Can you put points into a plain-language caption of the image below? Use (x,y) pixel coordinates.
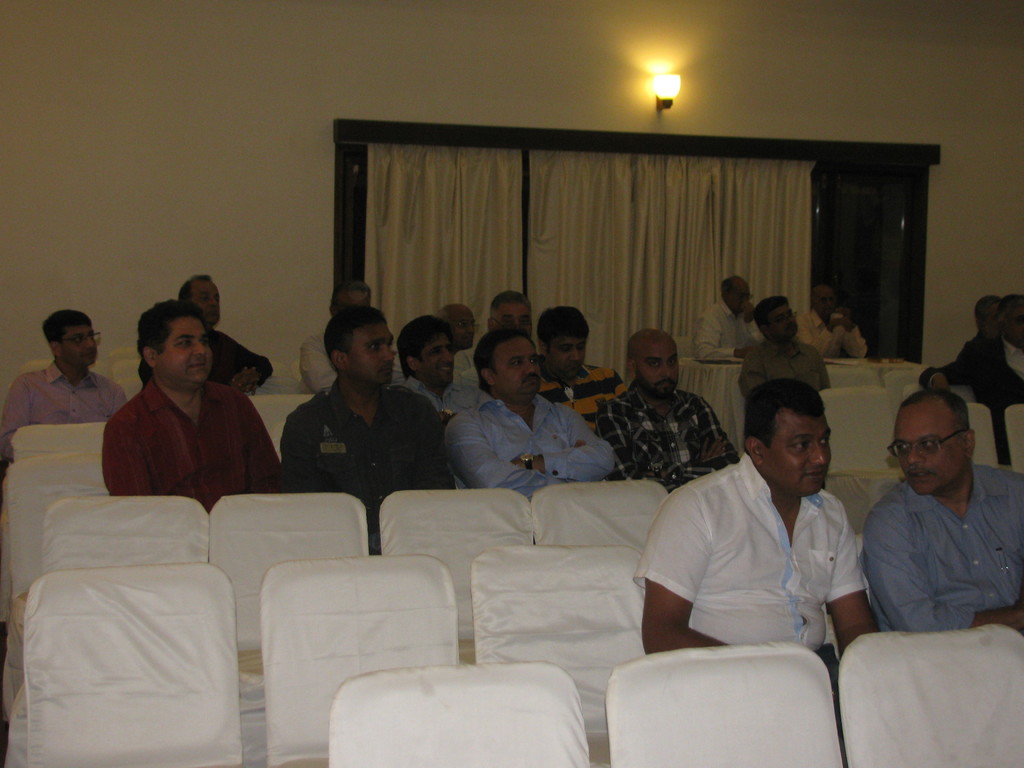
This is a picture in a function hall (696,623). In the picture there are many chairs (453,539) and many people (621,381) sitting. In the background (536,206) there is a curtain (647,218) and a lamp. Wall (254,116) is painted white.
